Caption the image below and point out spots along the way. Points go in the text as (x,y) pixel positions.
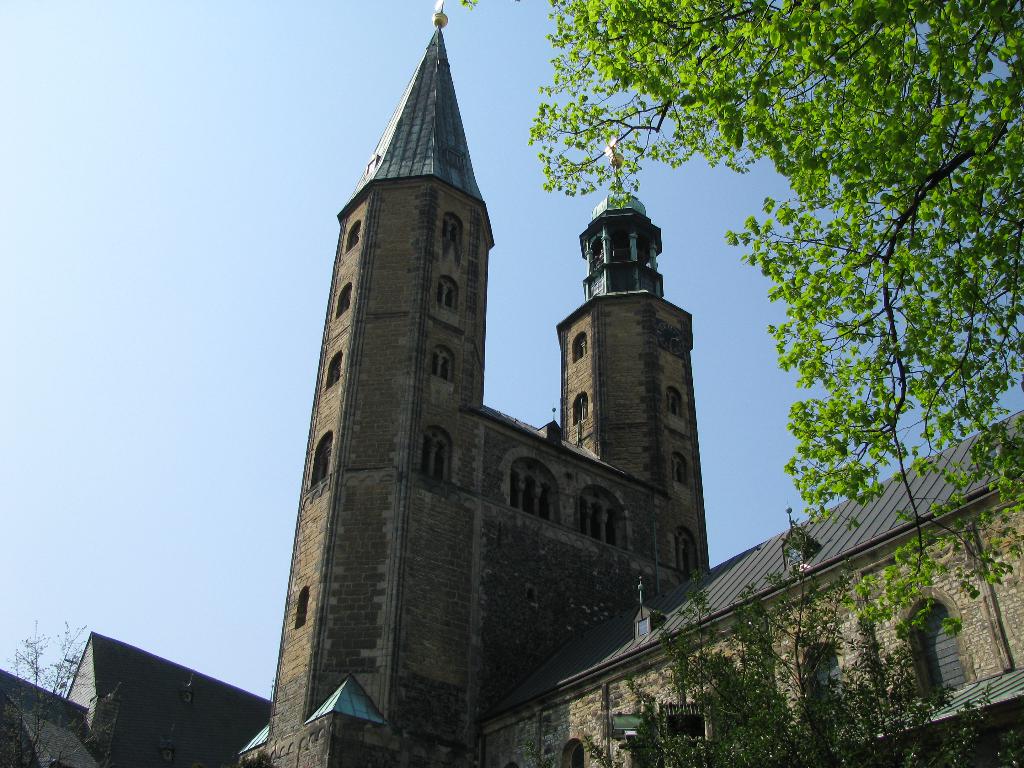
In this picture we can see few buildings (648,466) and trees (831,253).
